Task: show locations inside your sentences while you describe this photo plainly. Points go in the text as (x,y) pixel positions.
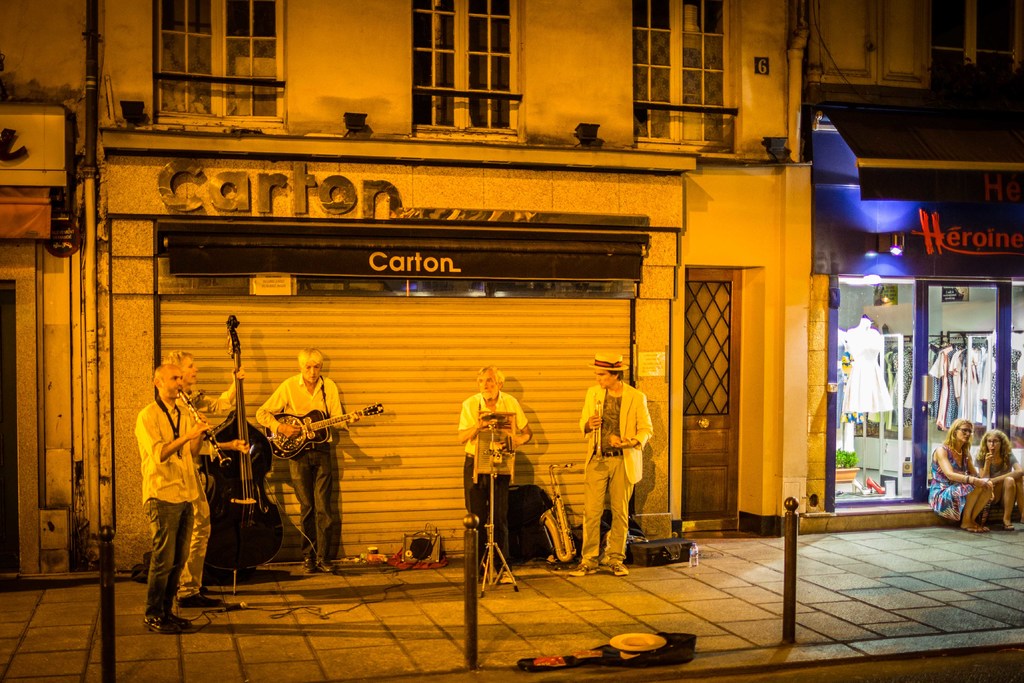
There are five men (317,516) standing on the ground (327,579) performing by playing musical instruments (232,491) and we can see poles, hat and some other items (606,653) on the ground (655,624). In the background (683,351) there are buildings (845,243), windows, pipes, shutter (467,323) and glass doors (920,471) and two girls (947,489) sitting at the glass door (940,368). Through the glass (937,416) we can see dresses (946,378) and frames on the wall (940,323).
